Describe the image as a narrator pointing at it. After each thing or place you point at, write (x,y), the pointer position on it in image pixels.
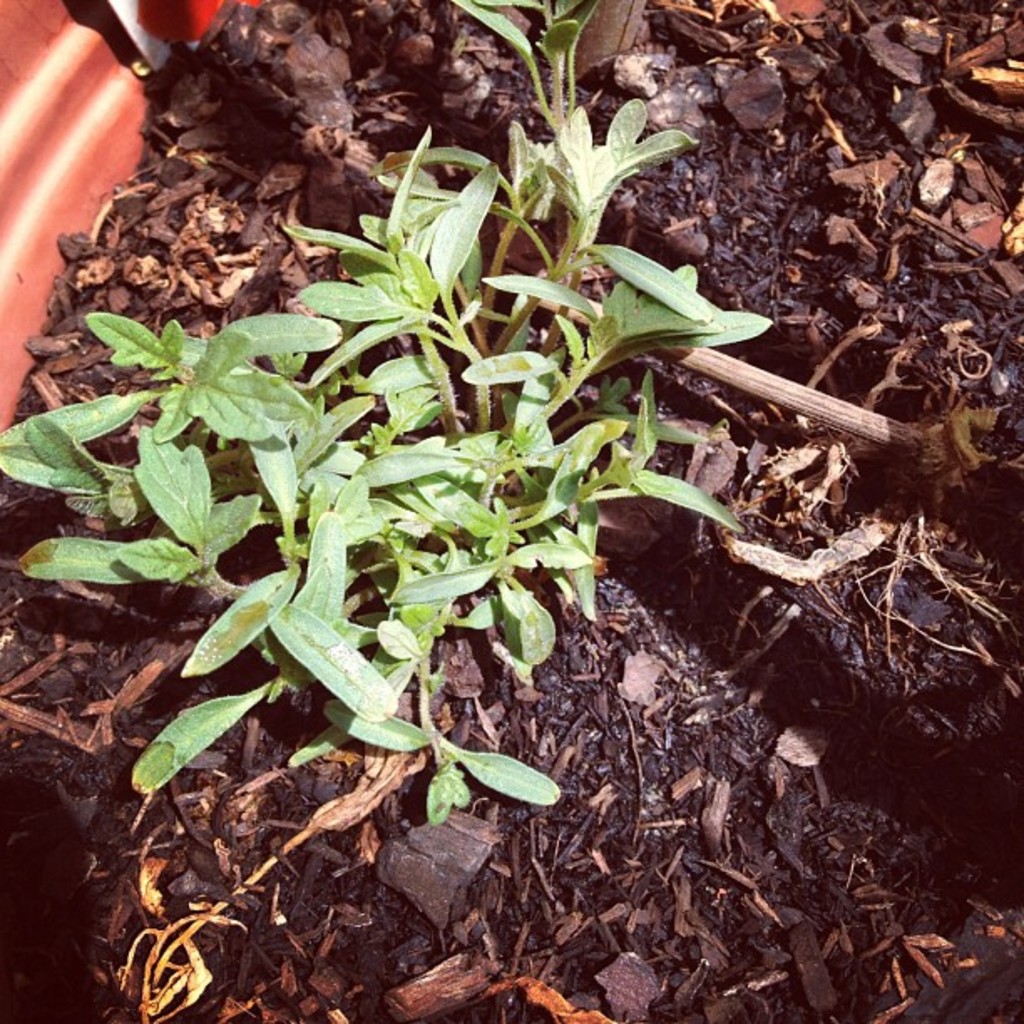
In this picture we can see small green plants (367,665). There are a few dry leaves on the soil (147,681).
